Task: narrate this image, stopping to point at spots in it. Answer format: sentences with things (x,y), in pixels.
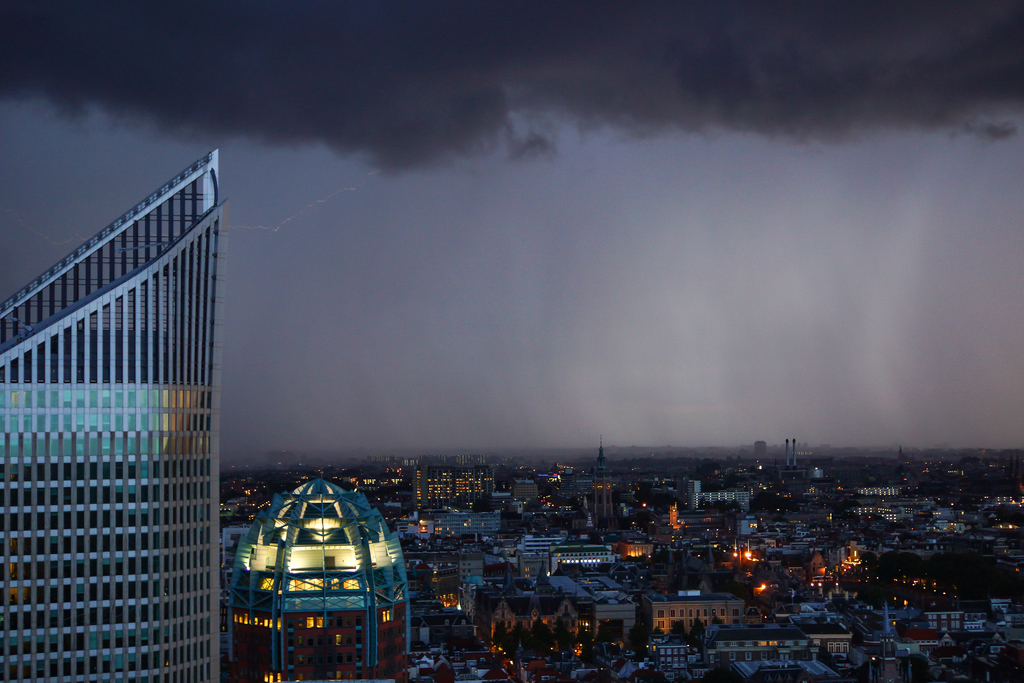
This image looks like it is clicked from a plane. To the left (97,552), there is a building (87,560). In the background (970,511), there are many building (804,596) along with lights (850,567). To the top (519,198), there are black clouds (587,28) in the sky (254,232).
